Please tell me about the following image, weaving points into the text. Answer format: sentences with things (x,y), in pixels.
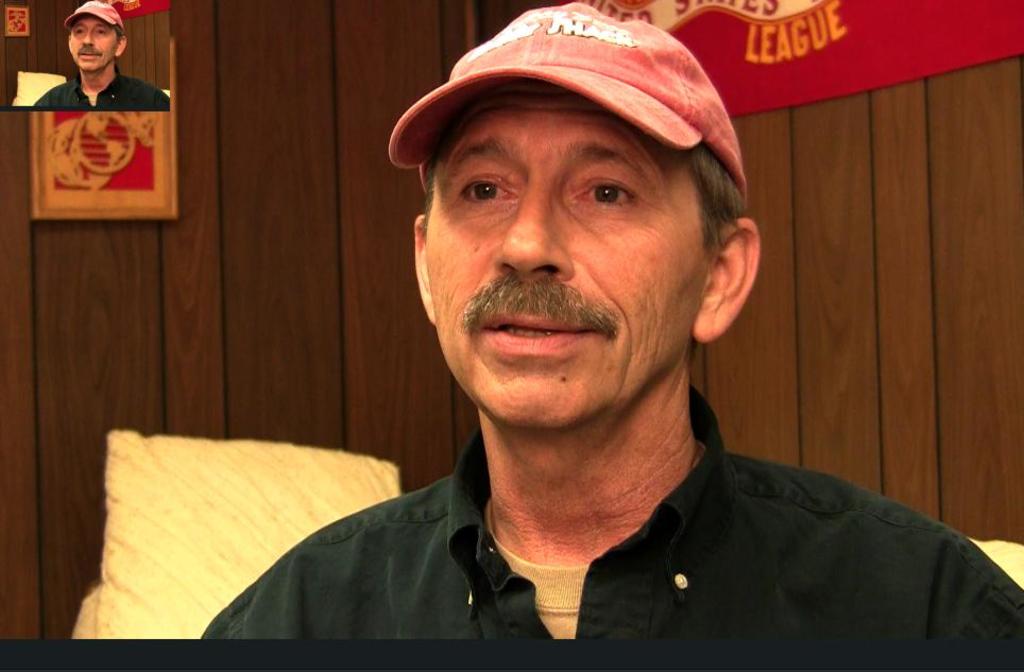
In the foreground of the picture (748,547) there is a man (512,519) wearing a cap (541,69) and a dark green shirt (463,572). Behind him there is a couch (242,532). In the background (360,254) there is a wooden wall (854,219) and a poster (833,44). On the left (112,192) there is a frame (105,162) and a picture (78,59) of a person (92,36).
